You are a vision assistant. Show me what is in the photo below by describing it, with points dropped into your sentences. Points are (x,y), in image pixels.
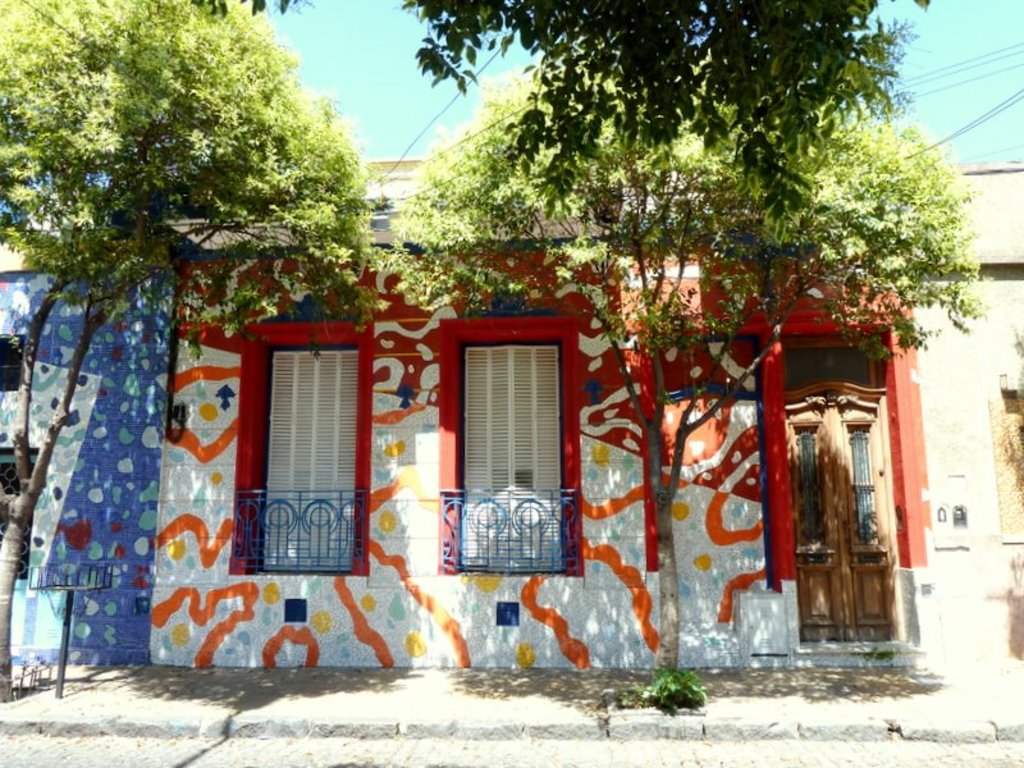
In this image we can see buildings (352,347), windows (527,370), grills (807,434), door (800,468), wall (728,370), trees (598,192), roof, wires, pole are there. At the bottom of the image (466,747) there is a road (466,765). At the top of the image (404,66) there is a sky (387,69).
